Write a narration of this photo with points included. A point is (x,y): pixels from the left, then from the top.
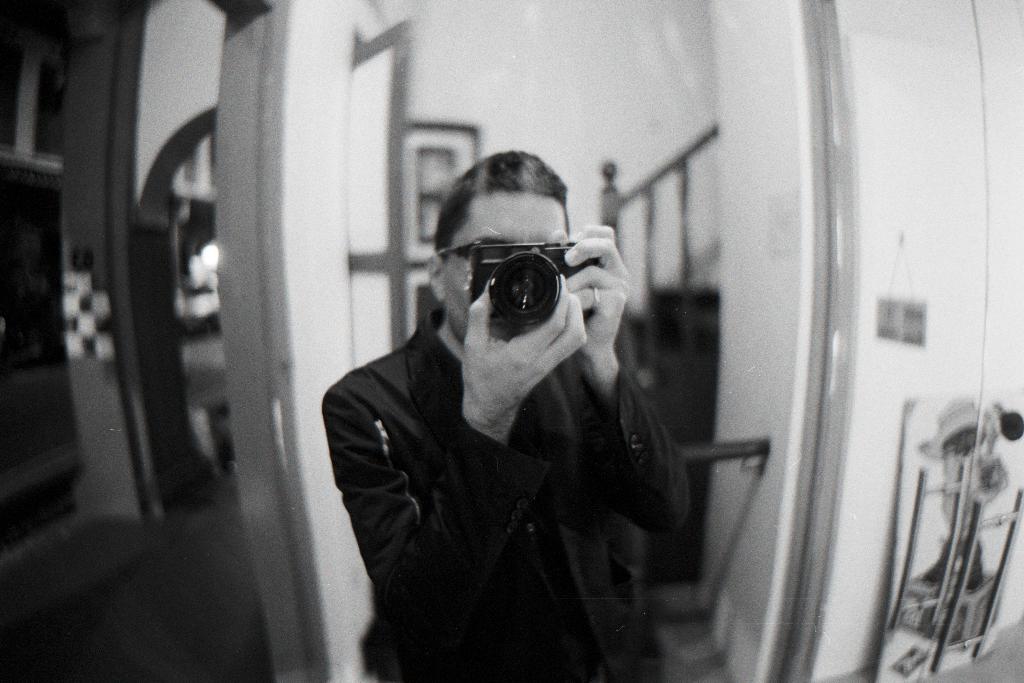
In this picture we can see man (489,181) wore blazer (429,416), spectacle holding camera (504,270) with his hand (555,360) and taking picture and in the background (389,229) we can see pillar (284,216), steps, fence (679,167), wall (482,126), frame (436,152), window (358,218).
